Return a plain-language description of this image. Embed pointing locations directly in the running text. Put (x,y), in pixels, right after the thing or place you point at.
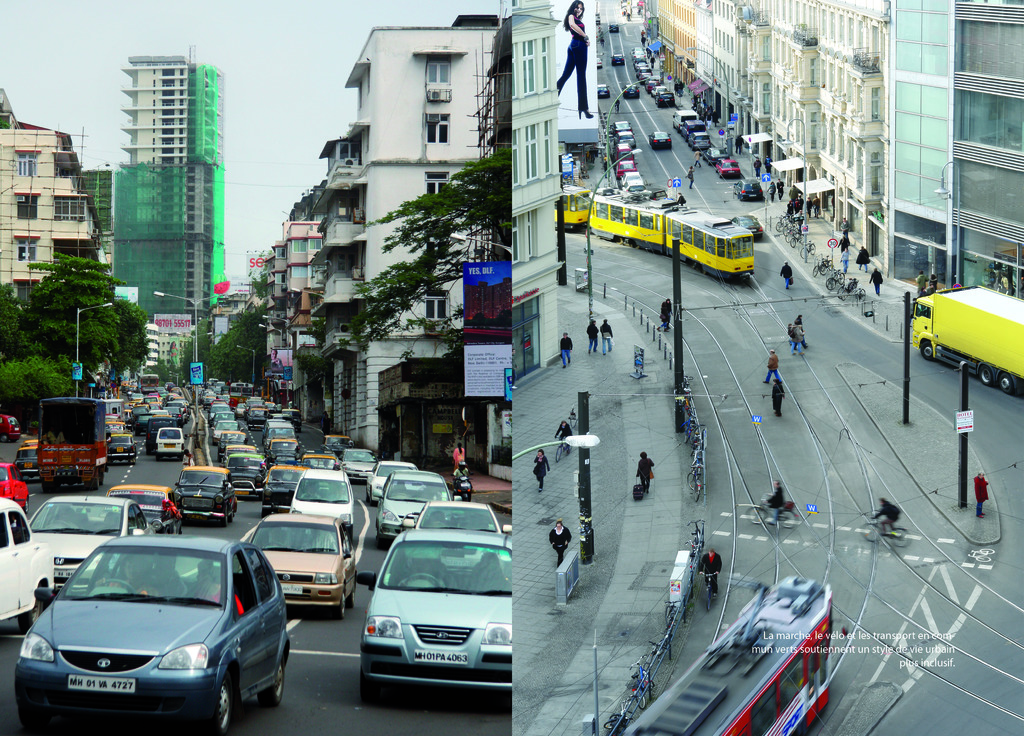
This is a collage picture. In this picture we can see vehicles (142,546) on roads (135,439), some people (767,168), buildings (930,134), trees (405,237), poles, banners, some objects (669,624) and in the background (323,69) we can see the sky (308,57).
